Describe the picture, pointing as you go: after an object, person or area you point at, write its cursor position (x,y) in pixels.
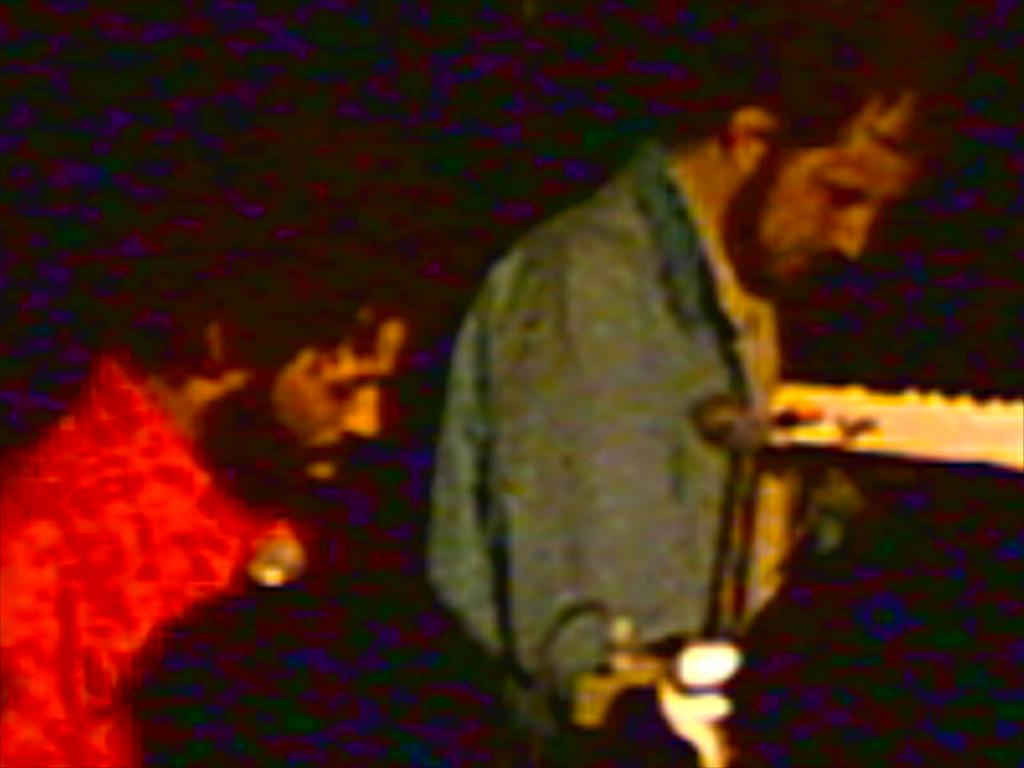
In this image there are two persons (29,462), and there is dark background (14,125).
